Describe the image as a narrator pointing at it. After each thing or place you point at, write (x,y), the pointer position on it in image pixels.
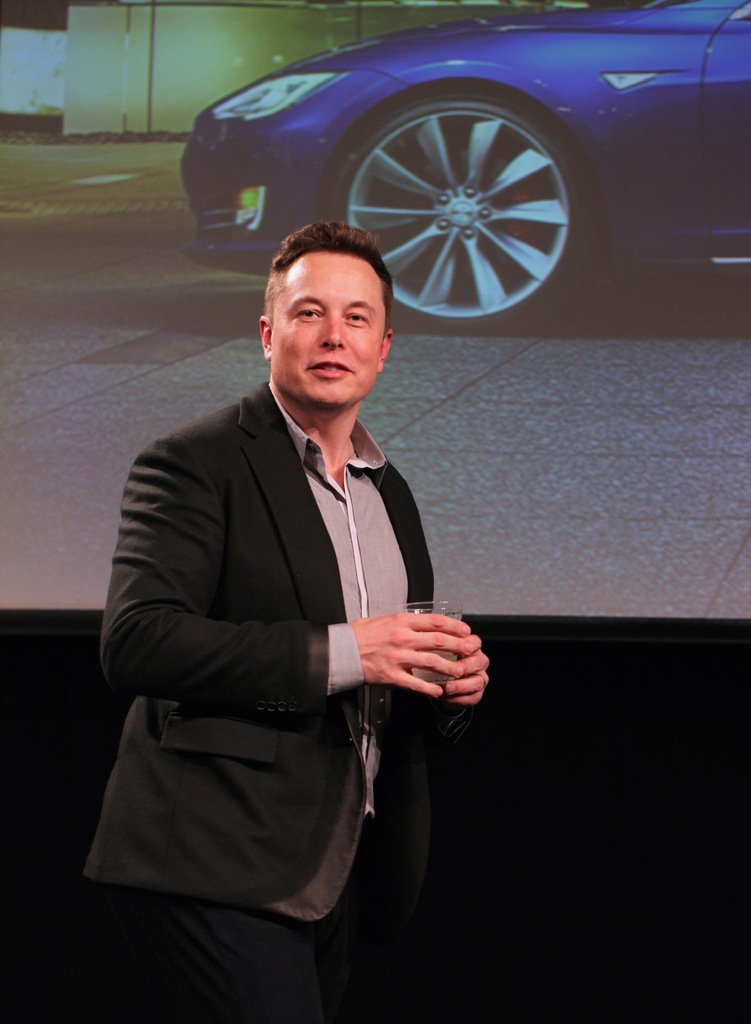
In this image we can see a person (245,761) wearing suit (301,670) holding glass (414,673) in his hands (387,684) in which there is some drink (432,671) and in the background of the image (162,204) there is a projector screen (460,225) on which there is some video (477,320) is displaying which is of about car (319,166).
